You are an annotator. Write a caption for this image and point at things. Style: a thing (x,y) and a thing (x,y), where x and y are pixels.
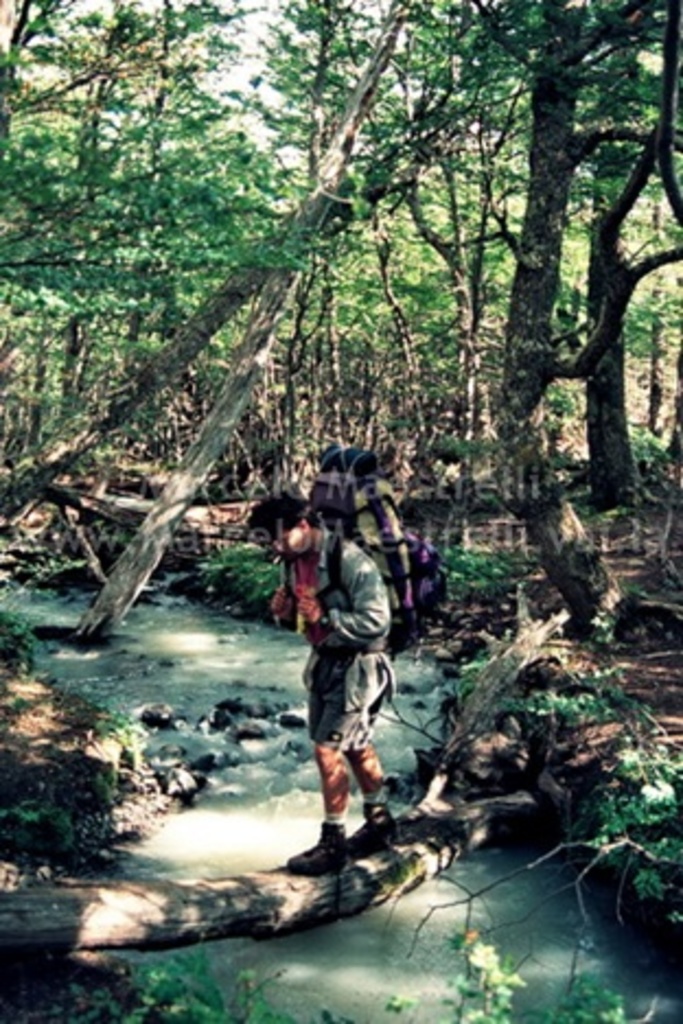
In this image in the center (297,610) there is one person (333,735) who is walking, and at the bottom (236,683) there is one stream (387,736). In the background (290,338) there are some trees (365,414) and some plants (438,522).
